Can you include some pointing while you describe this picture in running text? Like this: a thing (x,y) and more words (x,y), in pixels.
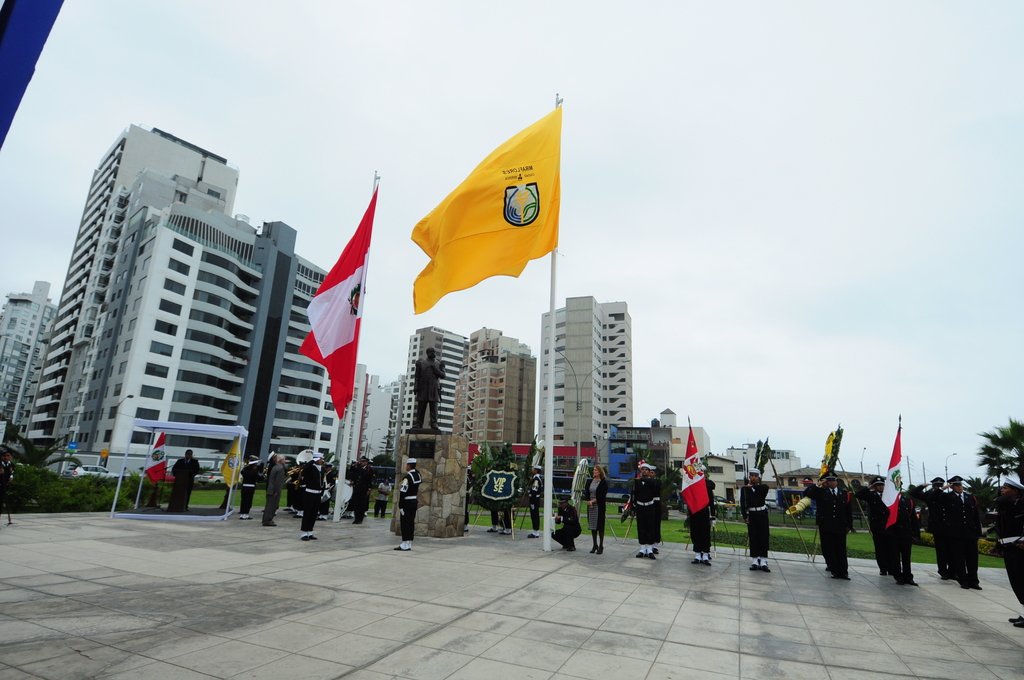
In this image I can see the statue (427,399). To the side of the statue (423,432) I can see the flag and few people (653,488) standing. These people (705,546) are wearing the white and black color dresses (647,552) and these people (841,550) are holding the flags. To the side I can see the trees (994,464). In the background (398,348) I can see many buildings (525,381) and the sky (472,11).
